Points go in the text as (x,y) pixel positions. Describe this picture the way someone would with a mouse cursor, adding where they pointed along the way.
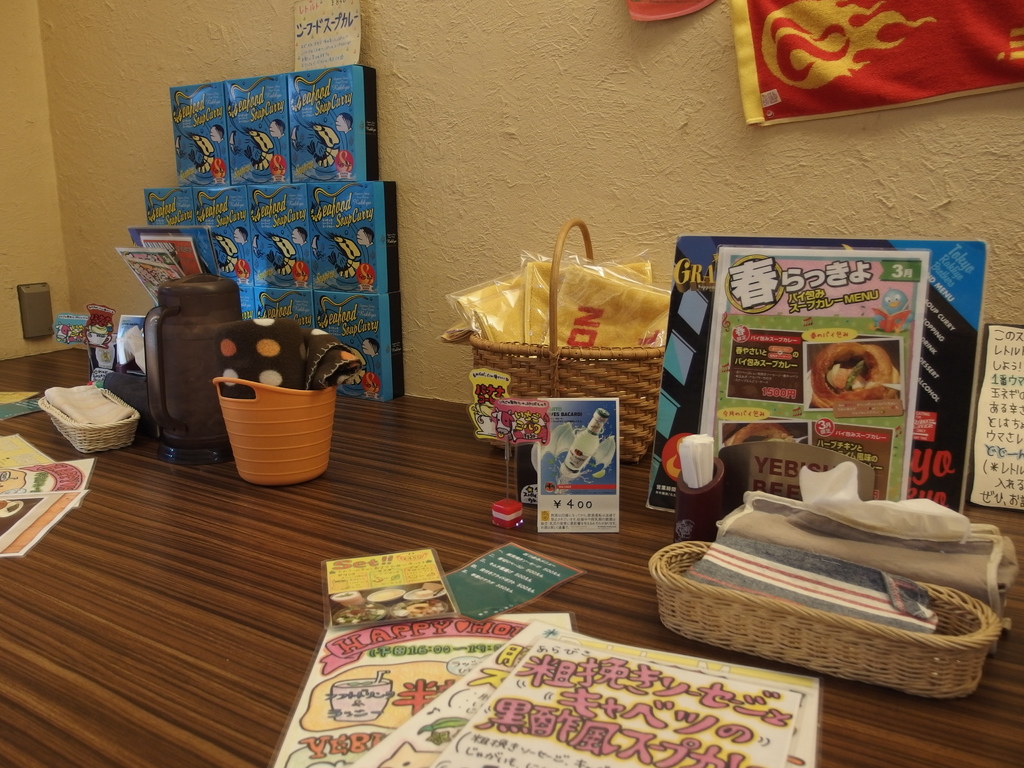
In this image at the bottom (172,525) there is a table (477,471), on the table (300,573) there are some cards baskets (380,639). In the baskets (551,277) there are some clothes (755,545) and some packets (592,306), and there are some boards (927,320), books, papers (113,360) and objects (164,402). In the background (266,130) there is wall (409,84) and some clothes (925,55) and boxes (241,208).
